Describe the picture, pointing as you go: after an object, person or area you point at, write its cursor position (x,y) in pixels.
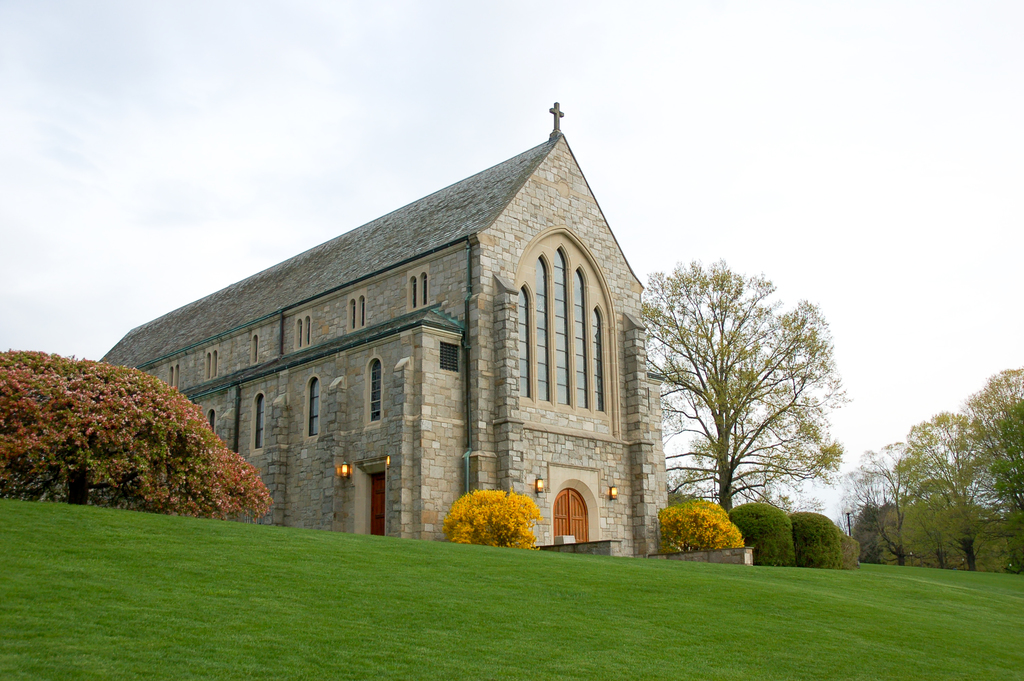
In this image there is a building (538,185) with cross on top with some lights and wooden door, beside them there are some garden plants (664,520), grass (443,646) and trees (1000,399).
